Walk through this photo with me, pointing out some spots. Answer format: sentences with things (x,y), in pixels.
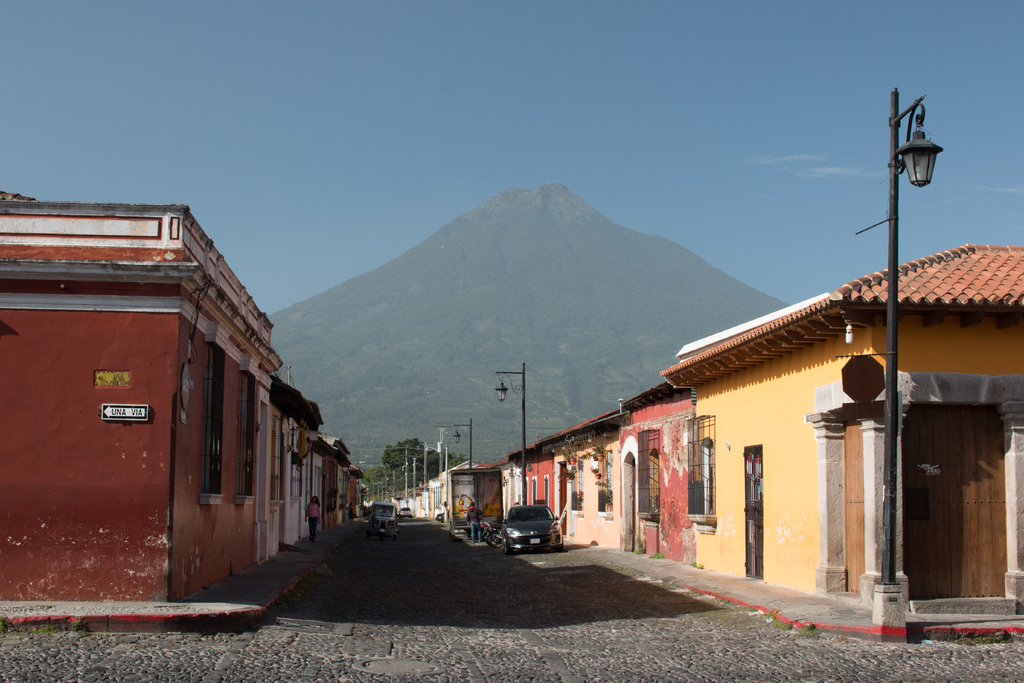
In this image there are vehicles (536,519), lights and people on the street (530,606) and on its sides there are houses (444,480), behind it there are trees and a mountain (342,377), in the background (761,288) there are clouds (836,177) in the sky (329,129).
